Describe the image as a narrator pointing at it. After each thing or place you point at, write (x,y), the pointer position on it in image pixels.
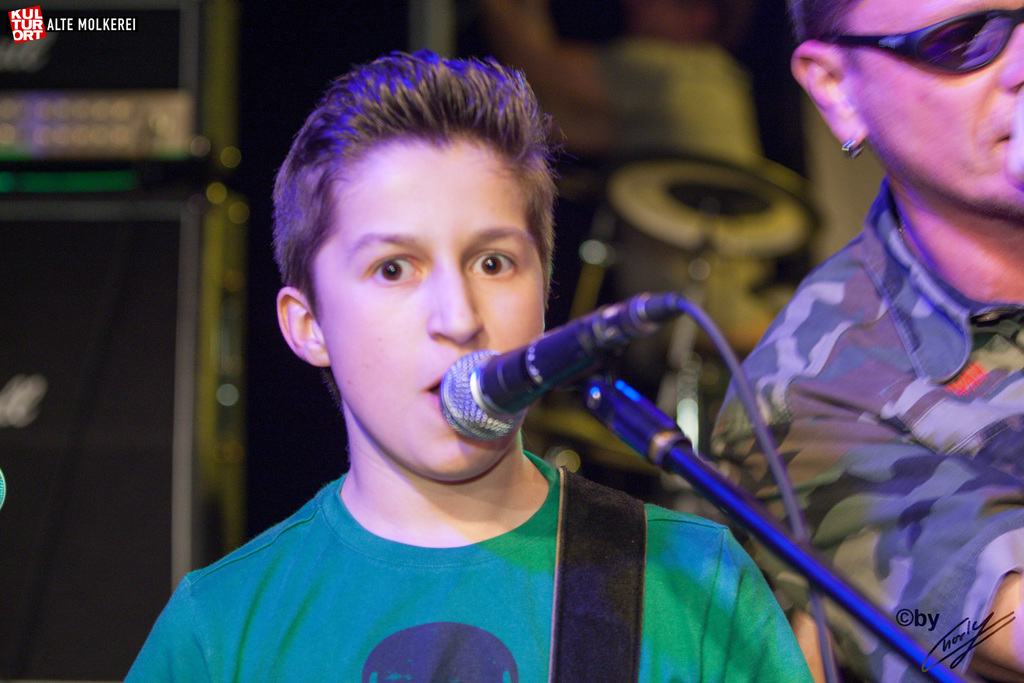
In this image we can see a boy (382,547). In front of him there is a mic (479,375) with mic stand (692,460). On the right side (898,376) there is a person (914,188) wearing goggles (899,40). In the background (226,27) it is blur. In the left top corner (70,29) there is a watermark (70,29).
